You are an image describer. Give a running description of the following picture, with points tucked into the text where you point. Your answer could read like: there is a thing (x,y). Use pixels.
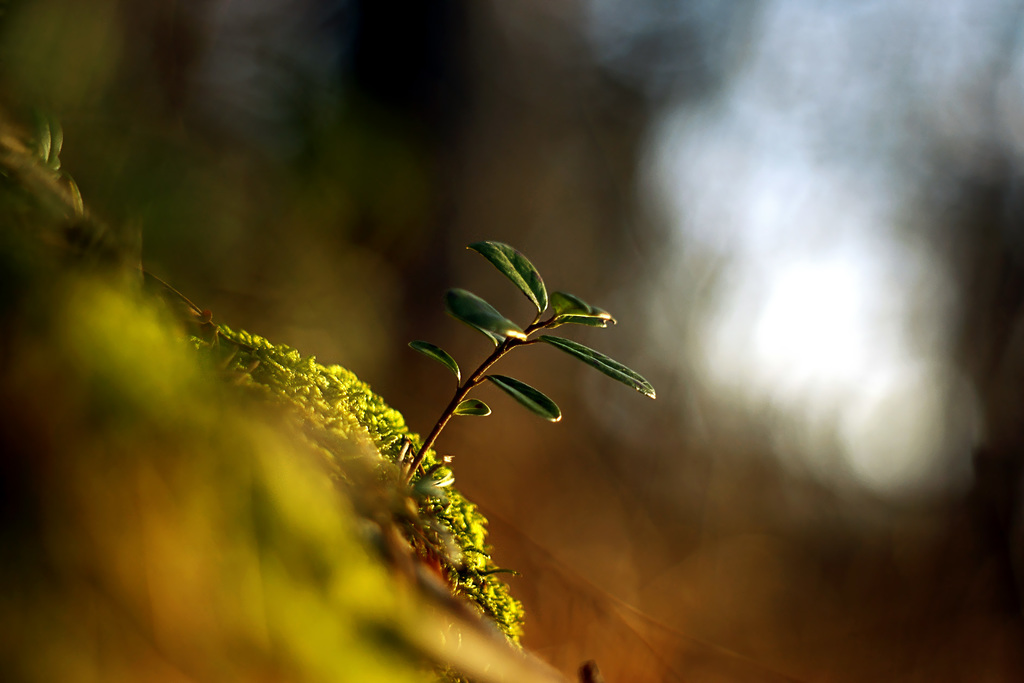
In this picture I can see leaves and a stem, and there is blur background (532,222).
